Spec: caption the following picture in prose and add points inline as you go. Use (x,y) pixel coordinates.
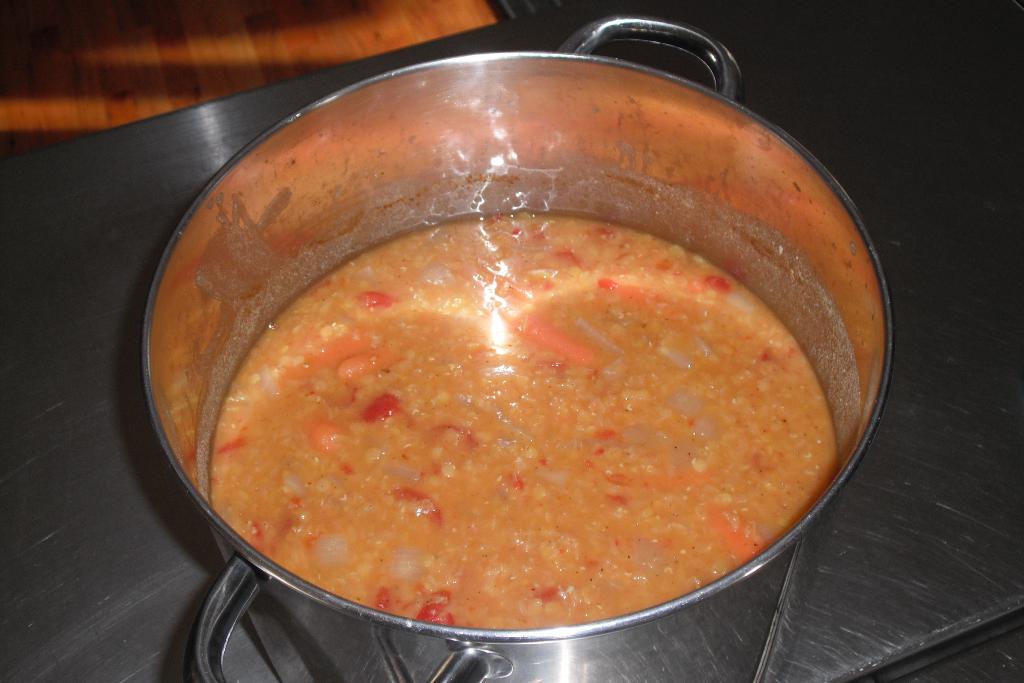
In this image there is a utensil (807,160) on the table (917,107). There is food (534,432) in the utensil (822,196). In the top left (105,53) there is the wooden floor (191,60).
